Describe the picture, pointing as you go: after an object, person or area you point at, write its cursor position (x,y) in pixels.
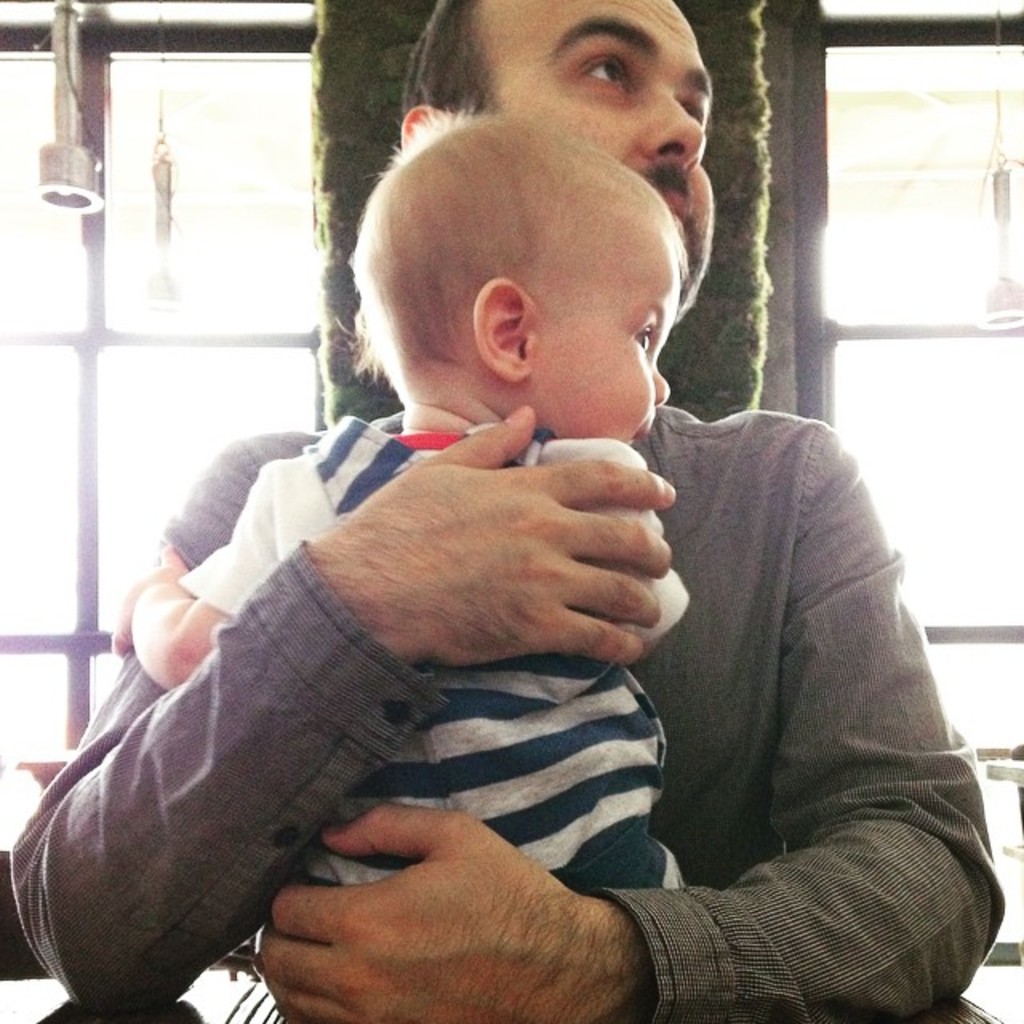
In this image we can see a man (578,485) holding baby (492,357). In the background (89,296) we can see windows (917,530).
